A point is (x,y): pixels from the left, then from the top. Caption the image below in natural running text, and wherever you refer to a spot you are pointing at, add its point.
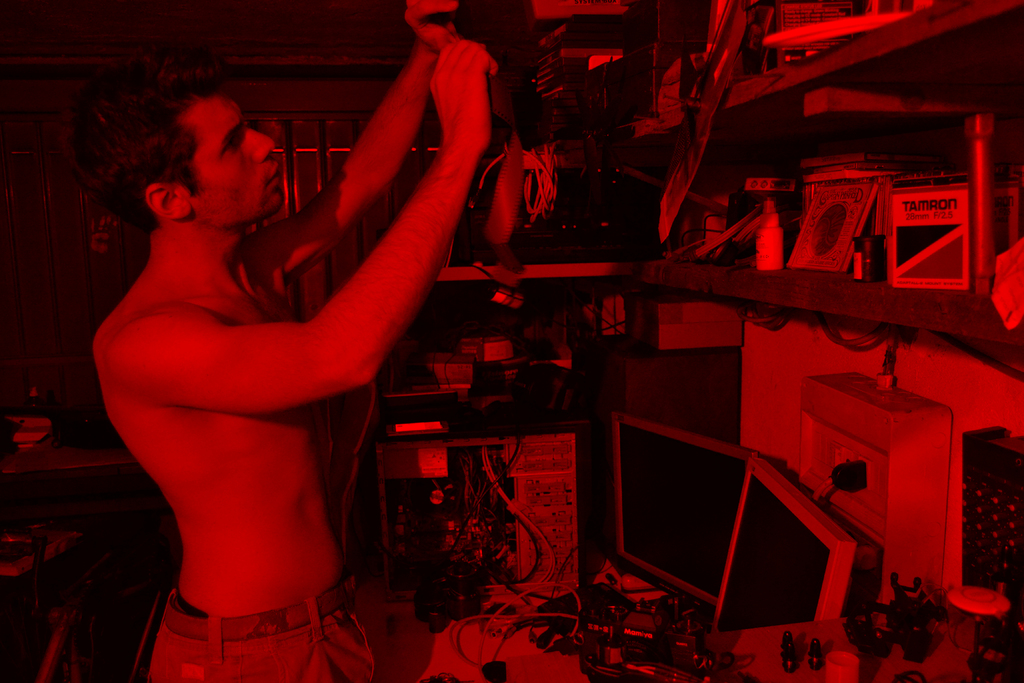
In this image we can see a person (279,560) standing on the floor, objects (528,226) arranged in the cupboards (832,148), desktops (736,510), switch board (820,445) and cables (510,524).
